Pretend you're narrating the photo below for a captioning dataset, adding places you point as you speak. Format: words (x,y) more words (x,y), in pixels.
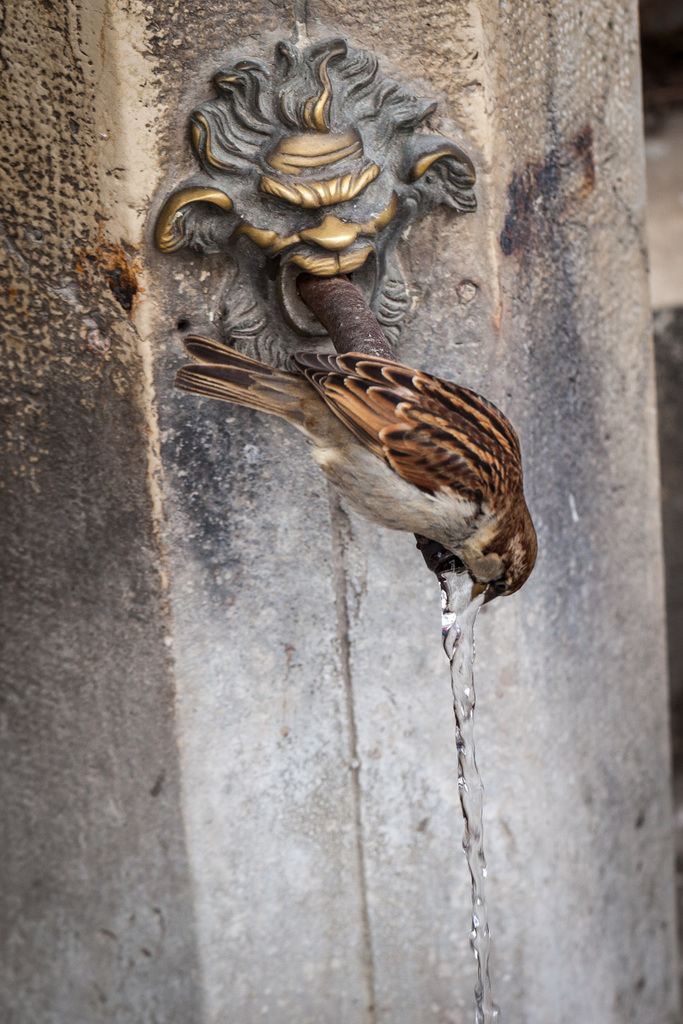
In this image, we can see a pillar (116,467), there is a bird (433,490) sitting on the metal rod (317,288).
